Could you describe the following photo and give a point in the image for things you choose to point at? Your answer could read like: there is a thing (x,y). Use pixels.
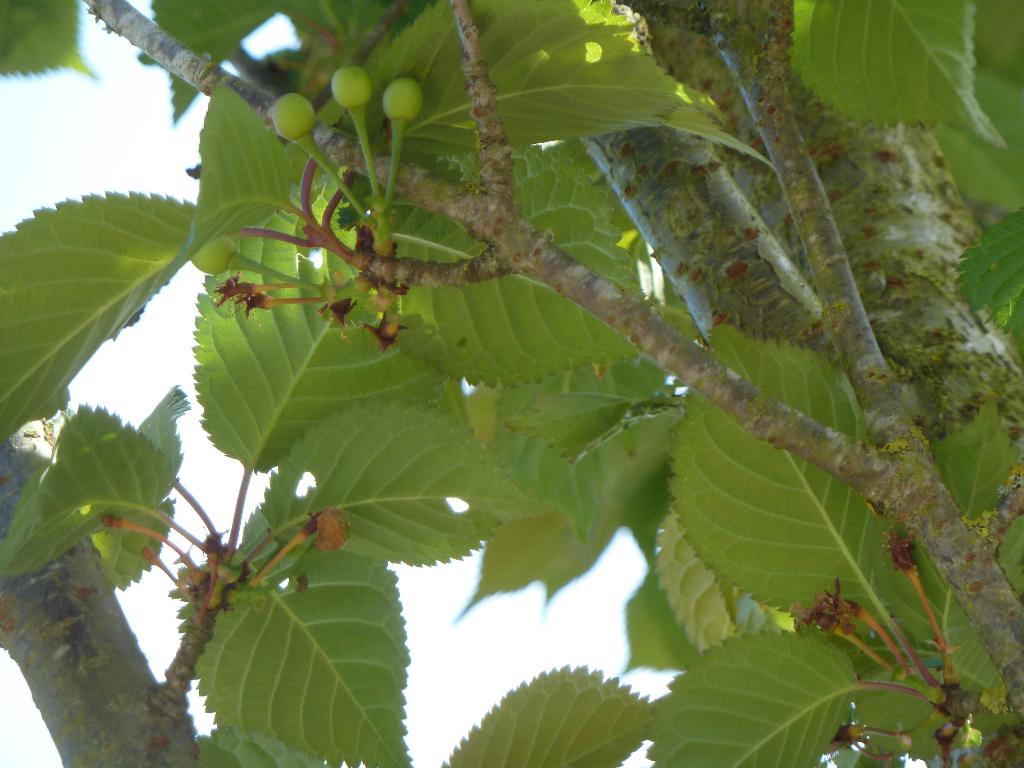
In the picture there are branches (646,228) and leaves (78,453) of a tree (178,685).
